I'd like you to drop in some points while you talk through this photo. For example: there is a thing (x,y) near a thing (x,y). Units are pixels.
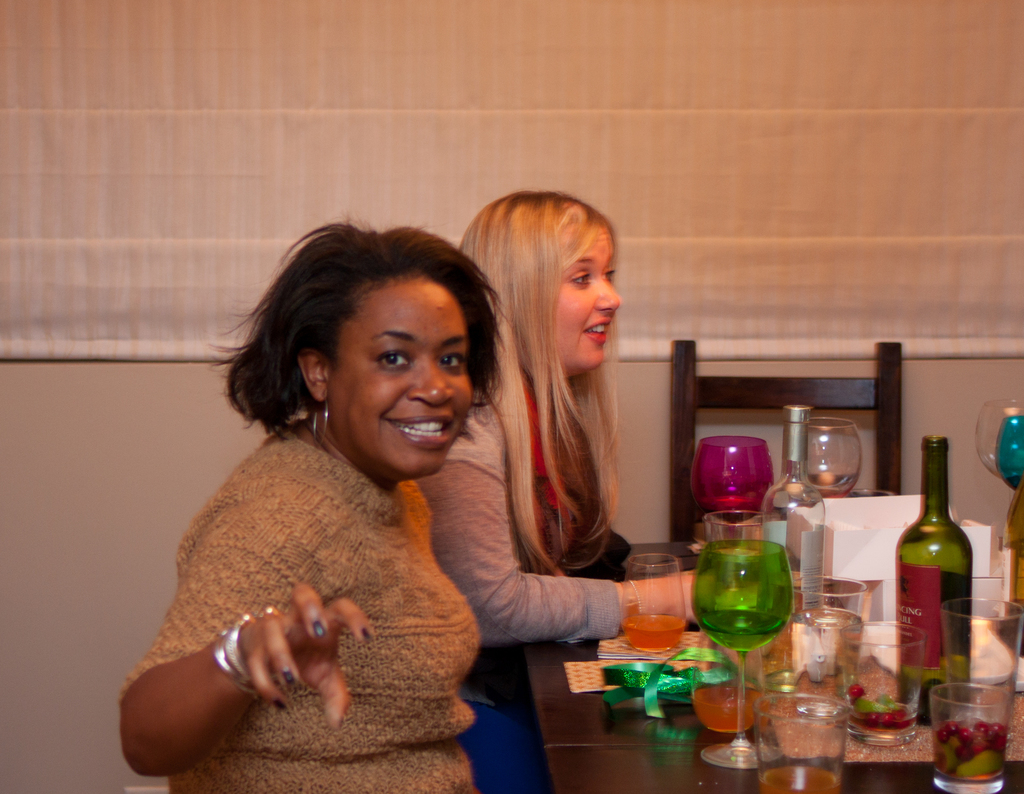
In the image we can see there are woman (417,634) who are sitting on chair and on table (758,695) there are wine bottle (933,638) wine glasses (753,616).
